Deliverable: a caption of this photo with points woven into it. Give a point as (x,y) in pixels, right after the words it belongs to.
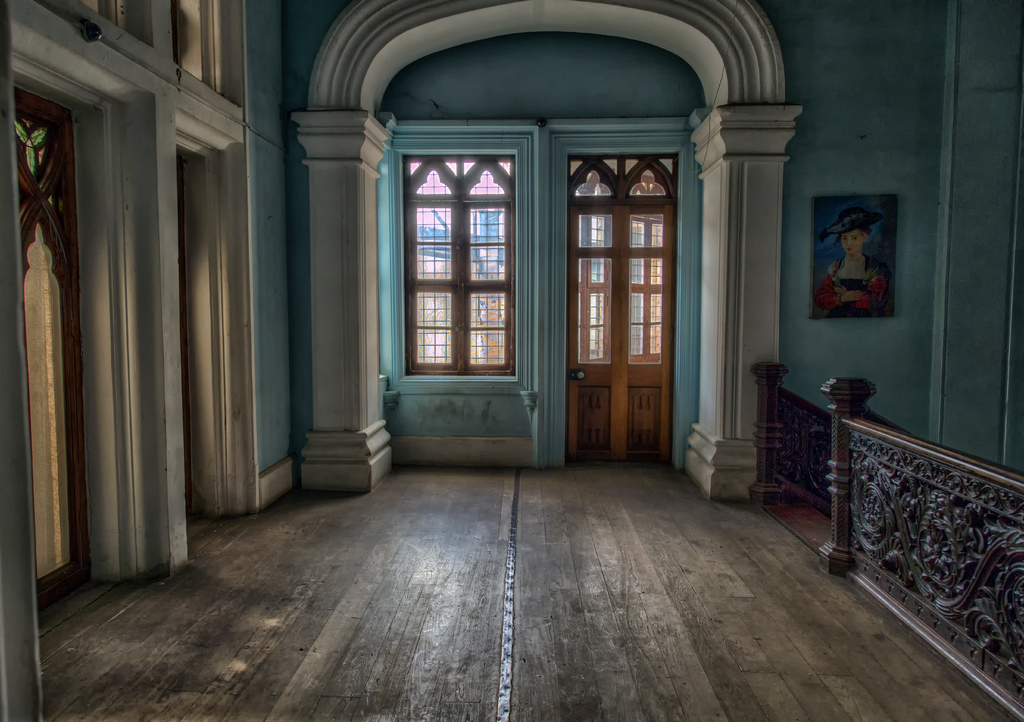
In this picture I can see glass windows (479,275). I can see glass door (628,299). I can see the wooden fence (897,528) on the right side (868,521). I can see the photo frame (866,260) on the wall (879,180) on the right side (885,212). I can see the arch design (715,350).
